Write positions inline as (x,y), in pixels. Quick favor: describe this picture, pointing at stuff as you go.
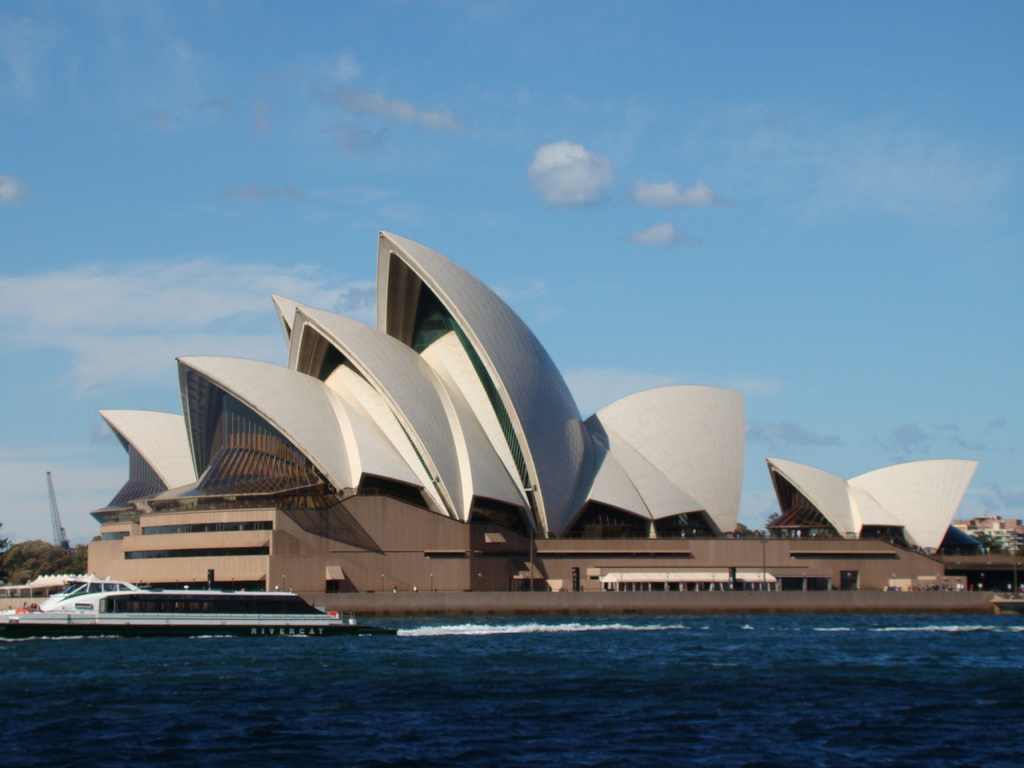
In this picture we can see a ship (169,611) on the water (501,690), in the background (130,537) we can see few buildings (613,513), trees (53,572), a crane (52,507) and clouds (63,304).
